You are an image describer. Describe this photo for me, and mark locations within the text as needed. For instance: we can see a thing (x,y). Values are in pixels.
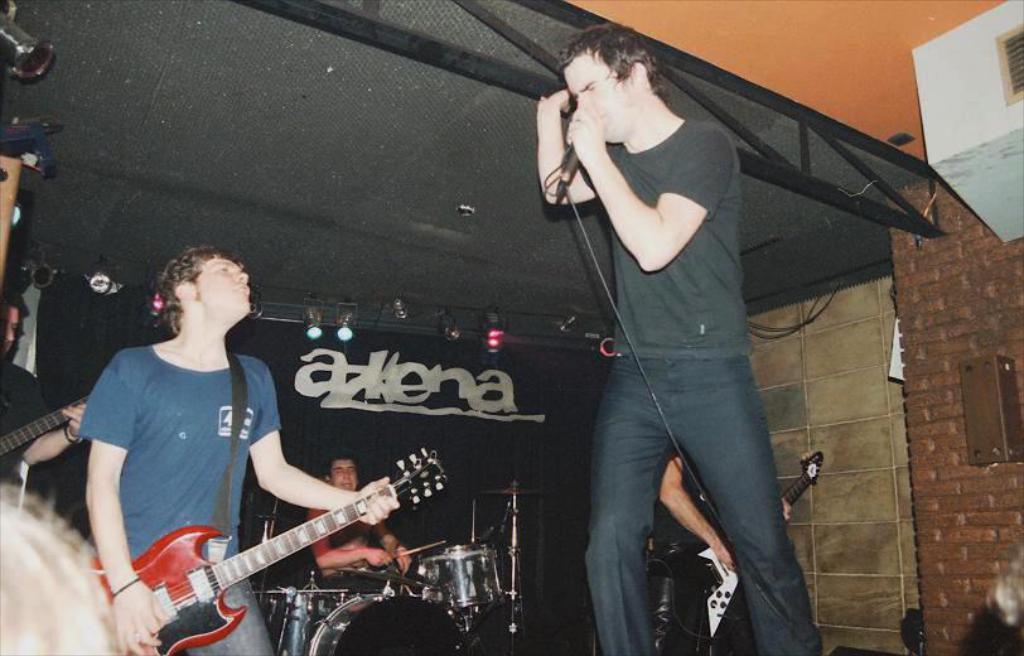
On the stage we can find few people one man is holding a microphone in his hand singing a song and one man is holding guitar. In the background (465,204) we can find lights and ceiling (419,122) and wall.
